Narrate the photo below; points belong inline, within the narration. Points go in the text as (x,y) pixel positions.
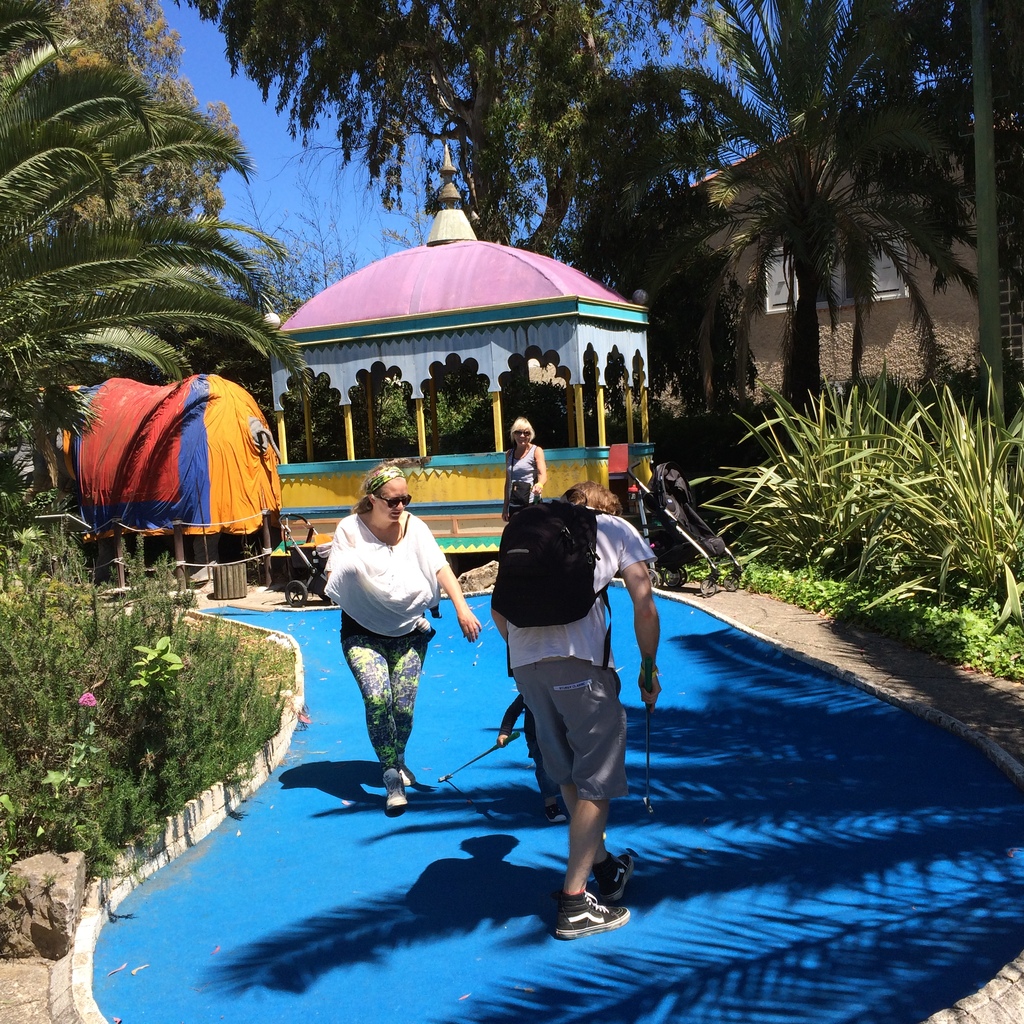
In this image we can see a few people (529,728), among them two people (557,711) are carrying bags (508,665), there are some trees (189,322), plants (161,574), elephant figure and a house (783,321), in the background (404,133) we can see the sky (395,146).
